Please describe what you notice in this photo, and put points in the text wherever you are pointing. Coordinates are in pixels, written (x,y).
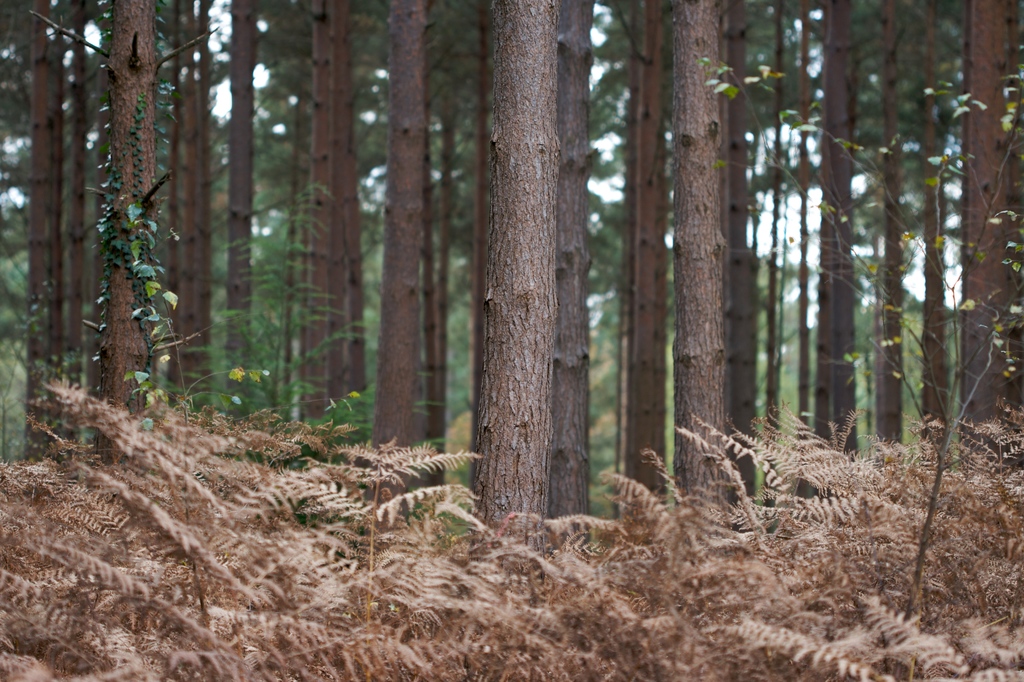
In this image we can see some trees (541,419) and plants (519,546), in the background (377,90), we can see the sky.
